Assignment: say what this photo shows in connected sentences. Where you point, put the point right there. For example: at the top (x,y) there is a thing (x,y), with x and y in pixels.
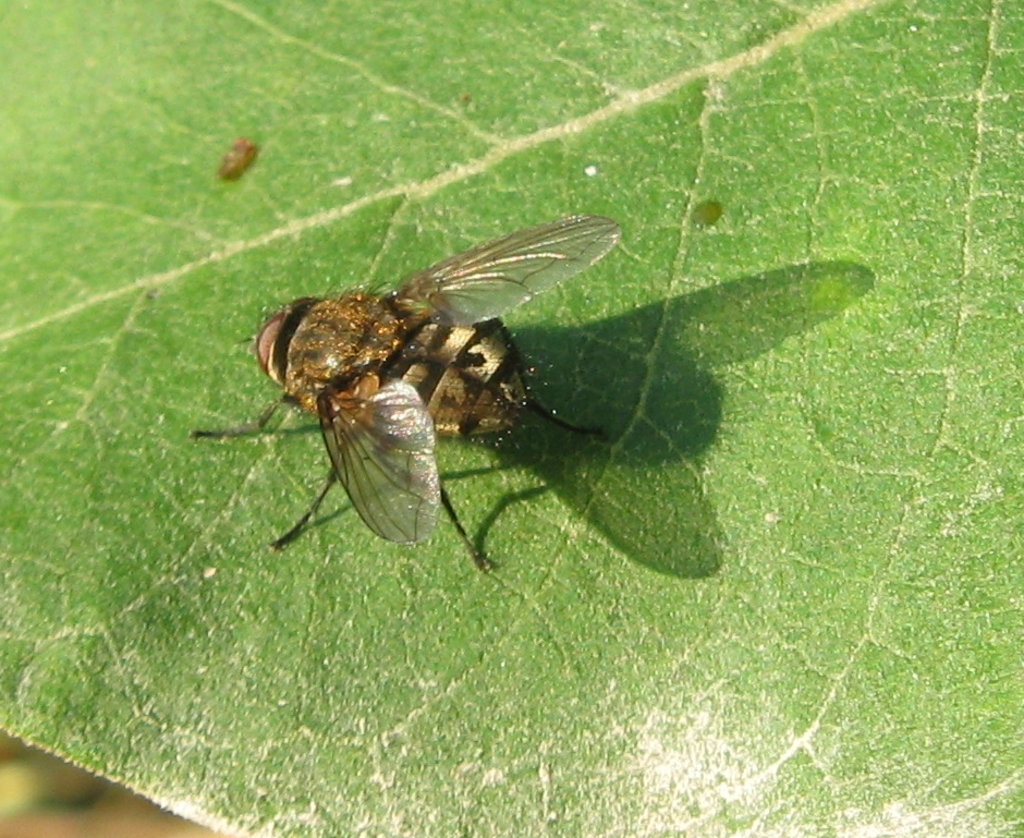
In the image we can see there is a housefly (472,376) sitting on the leaf (479,643).
